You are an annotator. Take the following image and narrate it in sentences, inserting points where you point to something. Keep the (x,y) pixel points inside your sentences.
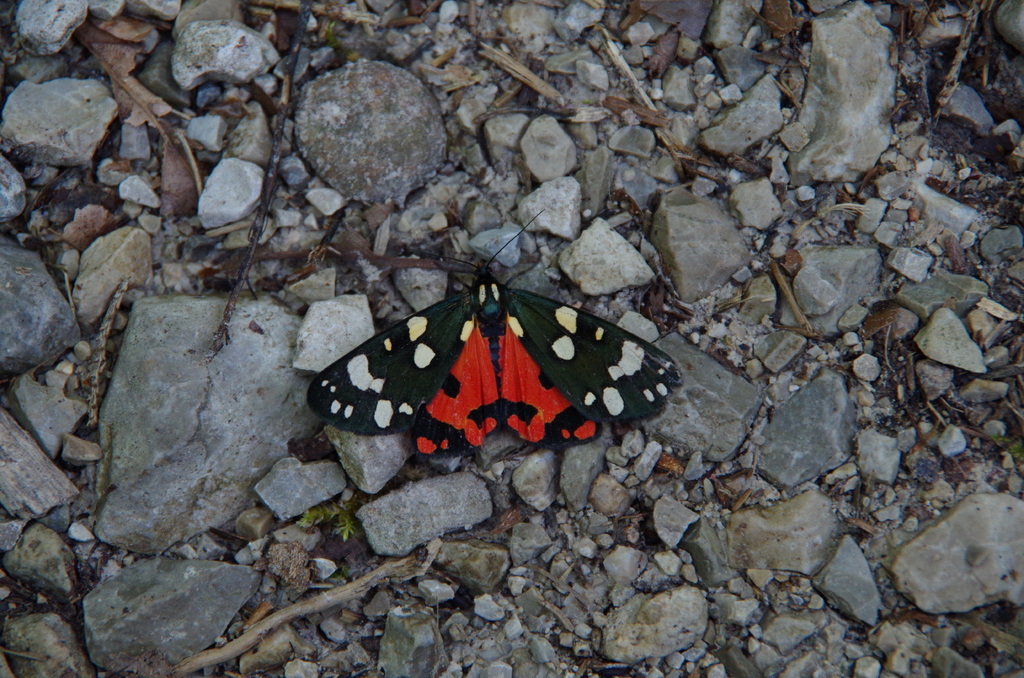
In this image there is a butterfly (519,334) on the surface (626,299) of the rocks (713,372) and there are few wooden sticks (322,243) and dry leaves (84,214).
